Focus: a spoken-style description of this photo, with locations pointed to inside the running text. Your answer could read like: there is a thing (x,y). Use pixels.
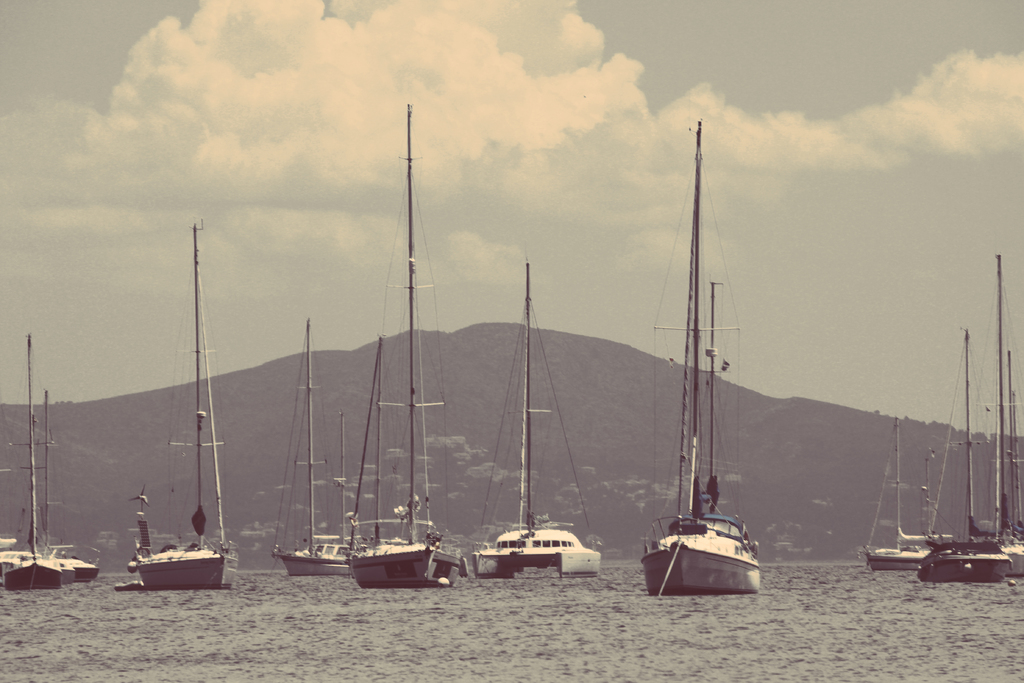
In this picture, we see boats (656,590) and yachts (681,560) are sailing in the water (145,653). This water (632,625) might be in the sea (843,608). There are buildings (455,464) and a hill (512,415) in the background (280,392). At the top of the picture (418,83), we see the sky (339,133) and the clouds (260,154).
